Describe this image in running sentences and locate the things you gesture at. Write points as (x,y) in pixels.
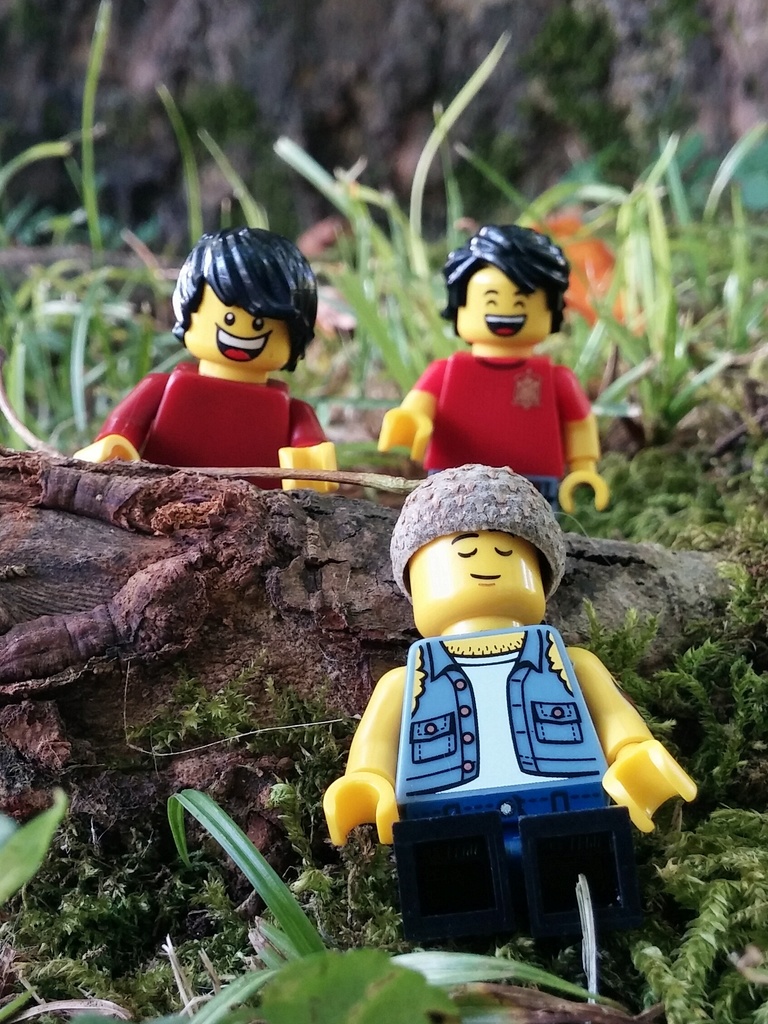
In this image we can see toys (427,718) placed on the ground (571,341).
